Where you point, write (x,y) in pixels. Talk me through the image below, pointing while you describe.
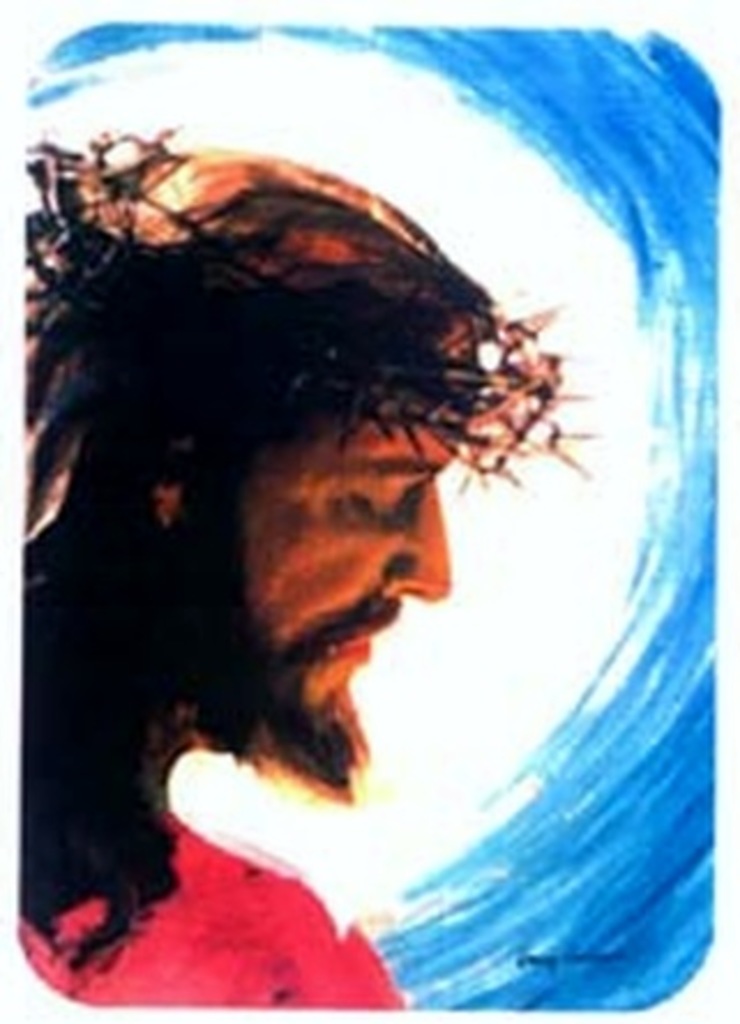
In this image I see the depiction image of a man (213,530) and it is white and blue color in the background (413,736).
